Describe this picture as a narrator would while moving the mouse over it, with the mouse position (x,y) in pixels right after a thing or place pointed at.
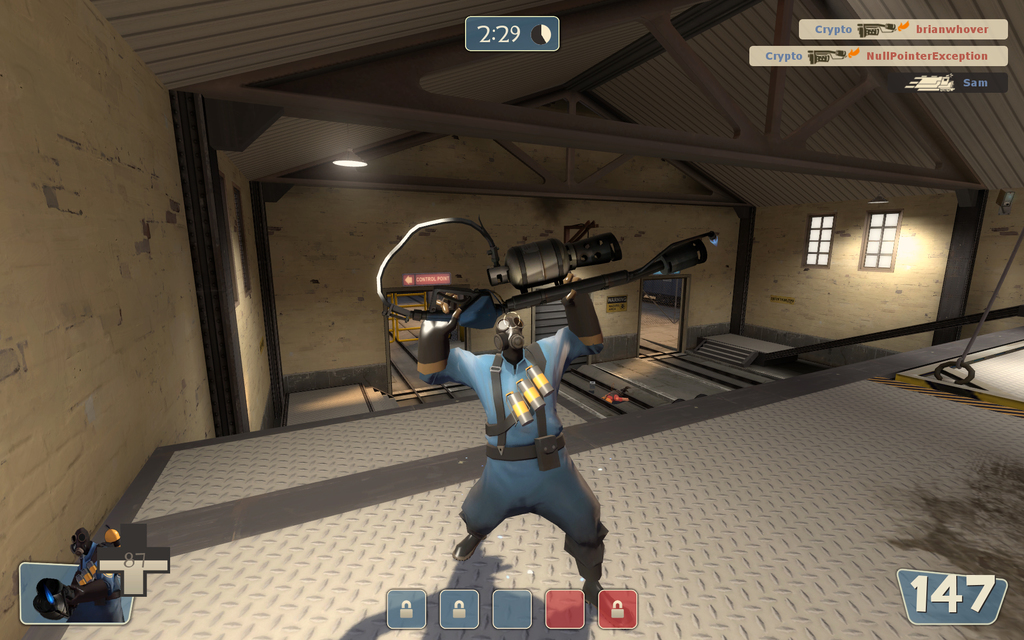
This image is an animation. In the center of the image (593,318) we can see a man (593,318) standing and holding a gun (498,305). In the background (307,328) there are walls (91,297) and windows (817,262). At the top (331,162) there is a light (351,167).
